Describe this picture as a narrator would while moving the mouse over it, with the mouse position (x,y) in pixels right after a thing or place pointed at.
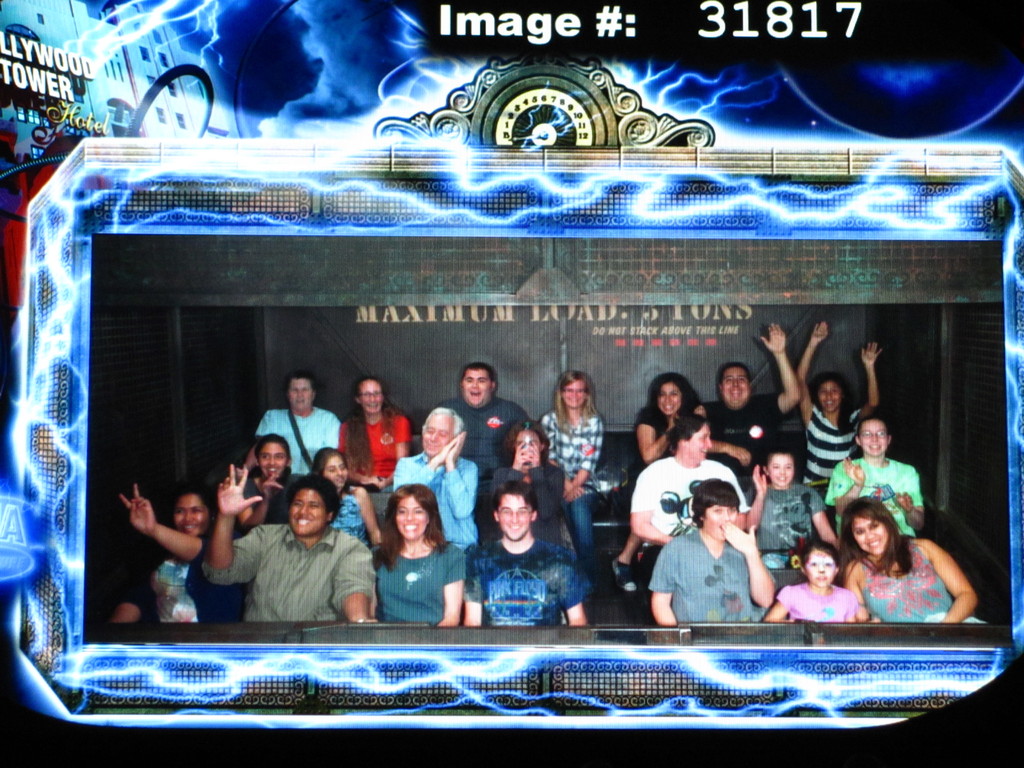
Here there few people (546,498) sitting on the chairs (491,471) and this is a screen (74,239). In the background (163,46) on the left side (52,84) we can see a building (26,123), text (52,84) written on the wall (54,102) and other objects (550,216). This is an edited image.
